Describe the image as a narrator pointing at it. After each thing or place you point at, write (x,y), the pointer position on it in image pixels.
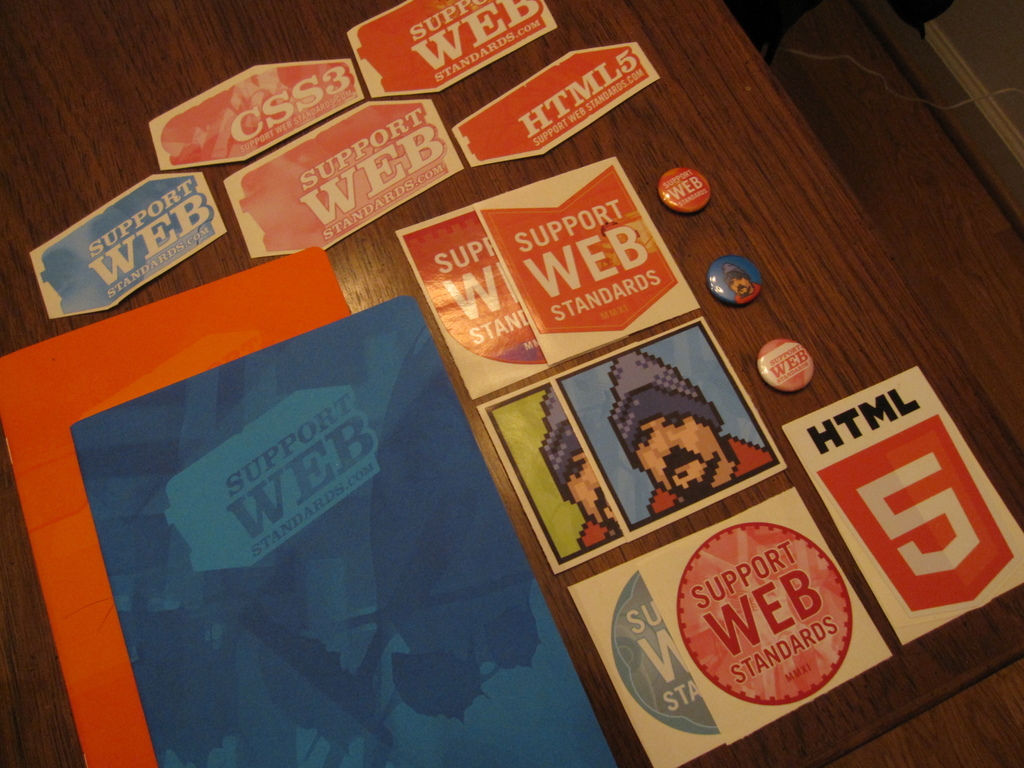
In the picture there are some stickers (637,369), badges (724,267) and two books (202,484) are kept on a table (589,675).
